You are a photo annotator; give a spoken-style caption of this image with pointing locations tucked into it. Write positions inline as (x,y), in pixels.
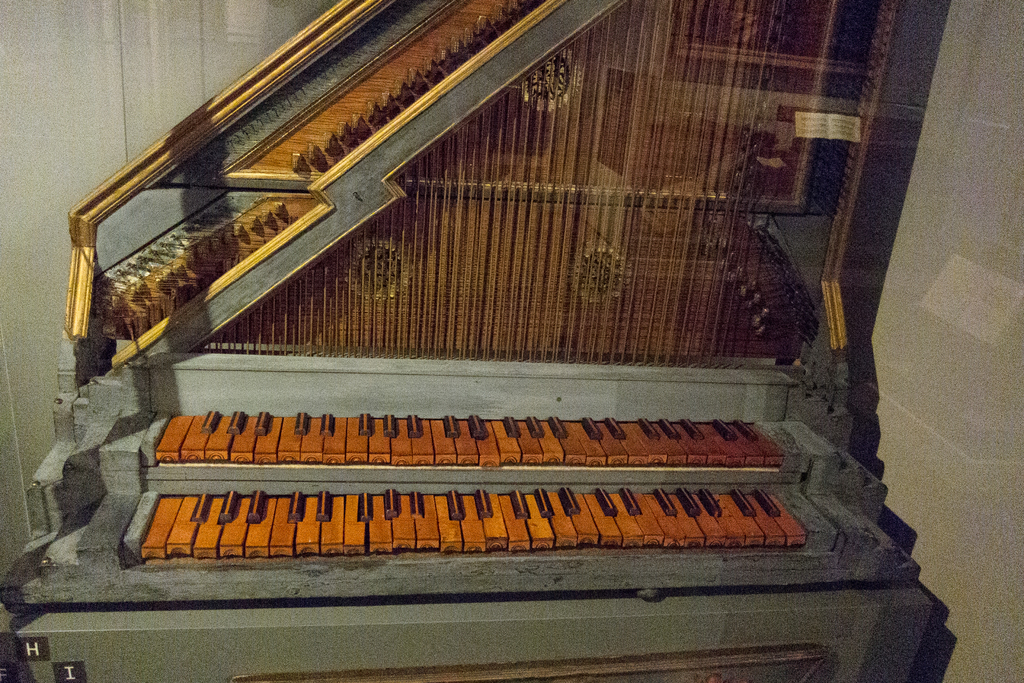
In this image I see a piano (117,663).
